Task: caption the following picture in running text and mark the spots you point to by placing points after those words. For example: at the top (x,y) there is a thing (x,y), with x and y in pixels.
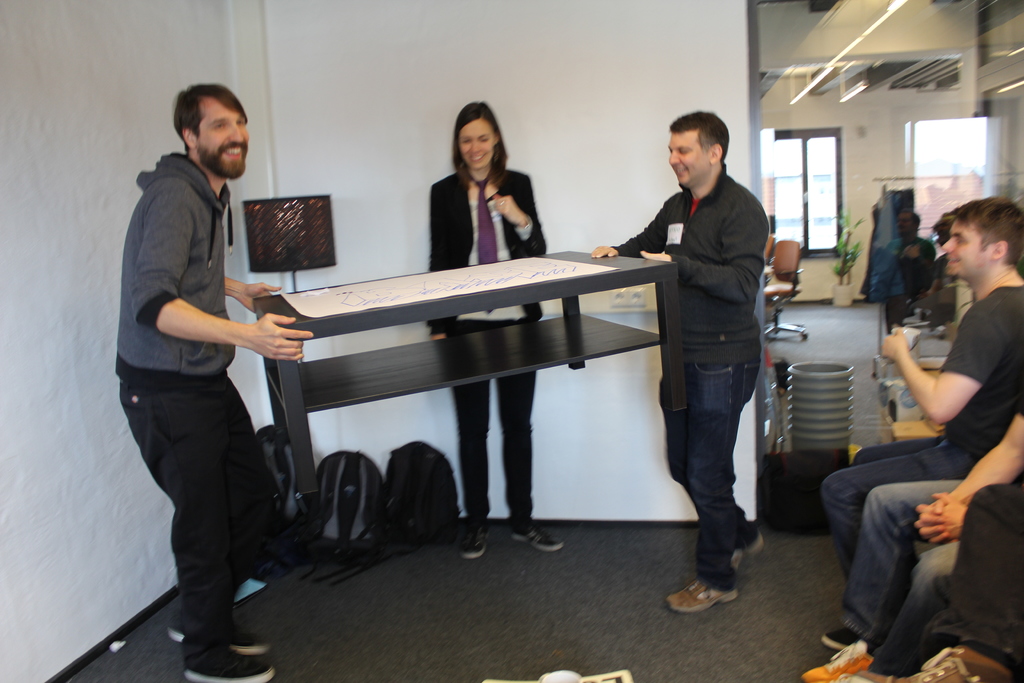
Two guys (209,355) are holding a table (409,303). One lady (484,225) is standing near to them. There are bags (347,477) on the floor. There are some guys (949,439) sitting. In the background (386,96) there is a wall (280,181) and a table lamp (305,231). There is a window (805,183) in the background (801,208). There are some chairs (786,257).
